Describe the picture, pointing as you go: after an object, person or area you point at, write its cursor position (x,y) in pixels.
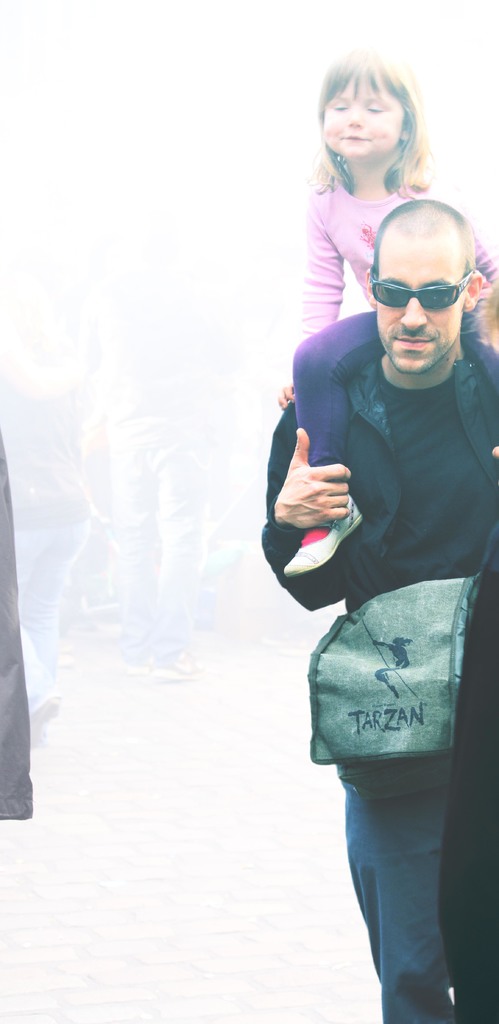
Here in this picture we can see a person (392,530) walking on the road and we can see goggles (430,287) and bag (406,611) on him and we can see a child (342,250) sitting on him over there.
